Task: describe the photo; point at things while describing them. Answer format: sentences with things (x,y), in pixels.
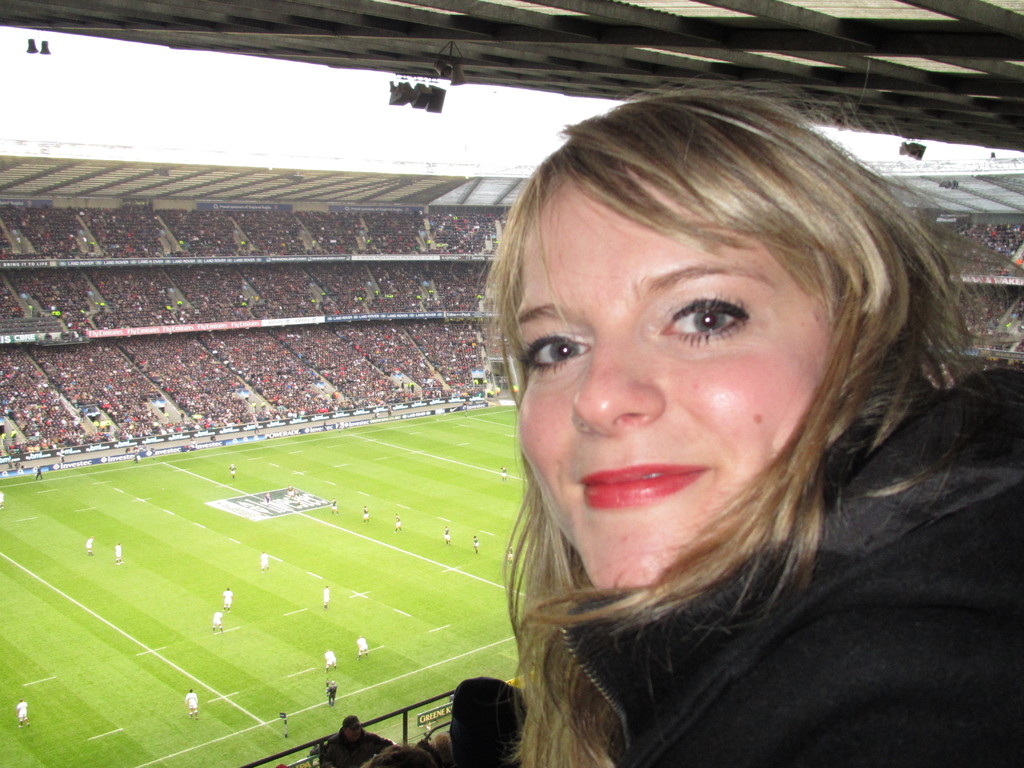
In this image there is one women (707,564) is on the right side of this image (722,539) and there is a ground (342,492) on the left side of this image (237,581). There is a crowd (366,380) in the seating area (241,274). There are some persons (408,764) in the bottom of this image (362,740).
